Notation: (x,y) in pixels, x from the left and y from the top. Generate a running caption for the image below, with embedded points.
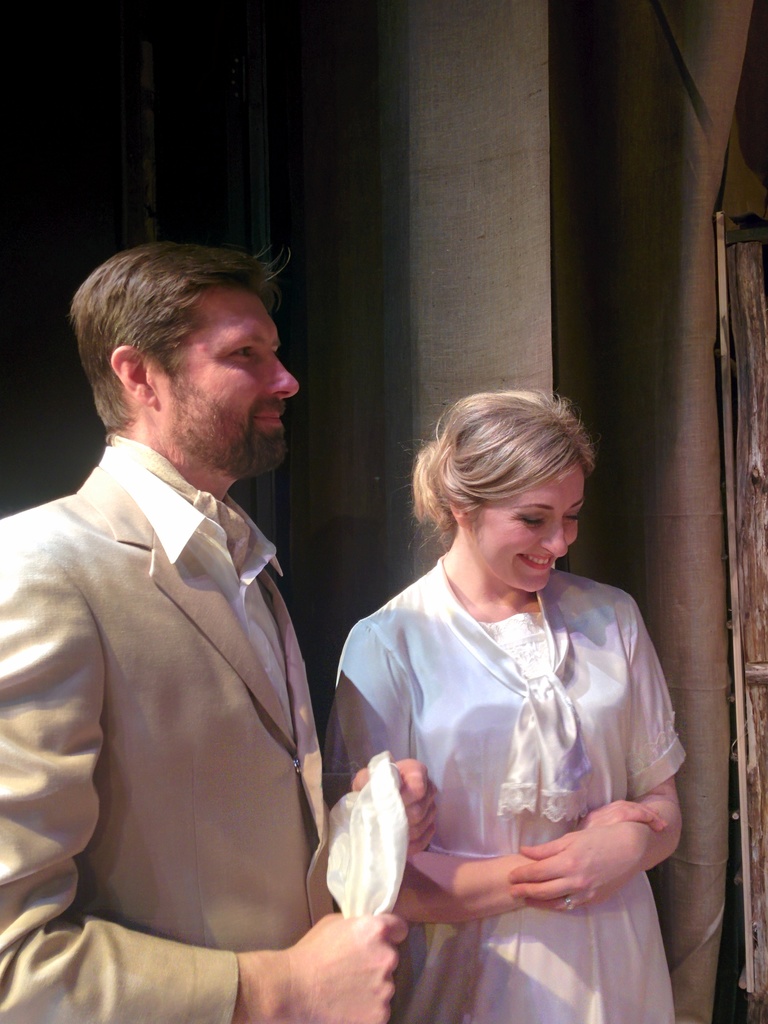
In the center of the image (457,453) we can see two persons (262,661) are standing and smiling. In the background of the image (374,313) we can see the wall (330,433).
